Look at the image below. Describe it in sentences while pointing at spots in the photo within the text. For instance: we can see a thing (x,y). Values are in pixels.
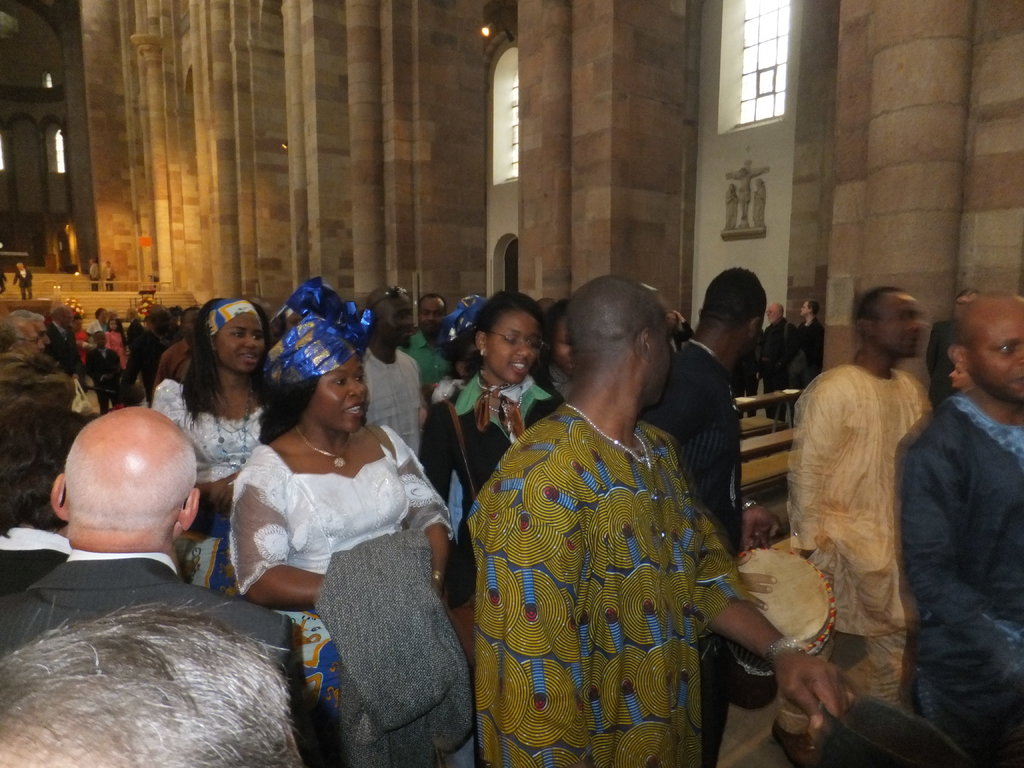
In this image, there are a few people (410,451). We can see the wall (719,161) and some pillars (851,35). We can see some benches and objects (746,240).
